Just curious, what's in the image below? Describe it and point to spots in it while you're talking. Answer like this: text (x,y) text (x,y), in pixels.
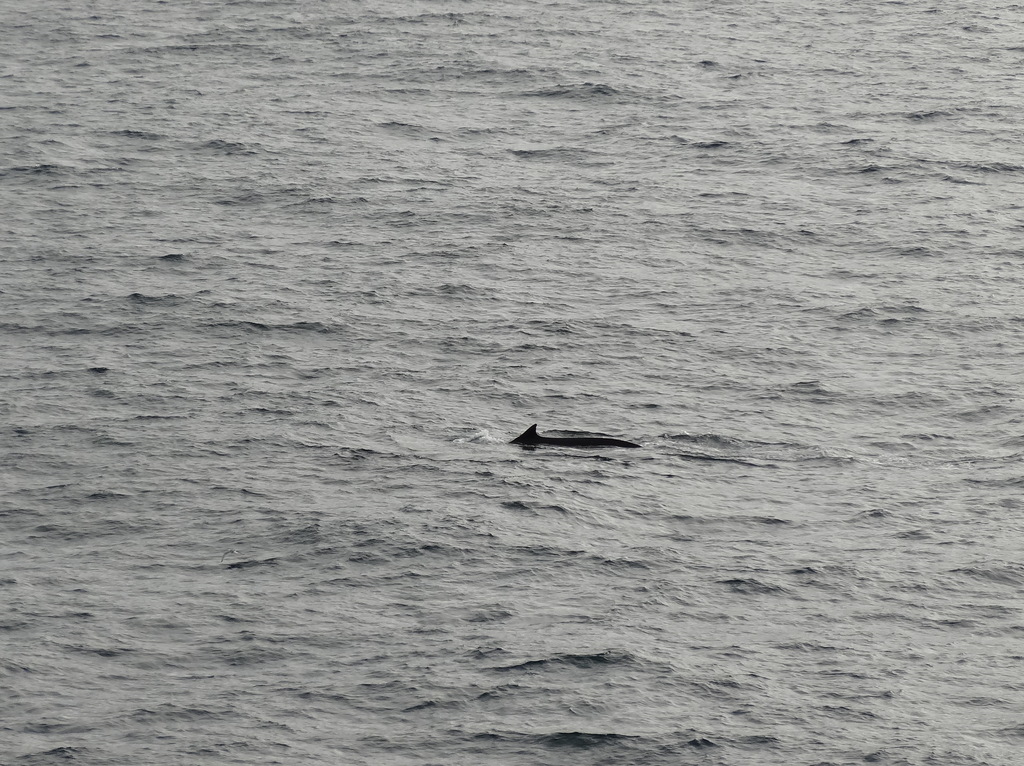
In the image there is a sea (164,440) and some animal (618,442) is swimming in the sea (440,426).
